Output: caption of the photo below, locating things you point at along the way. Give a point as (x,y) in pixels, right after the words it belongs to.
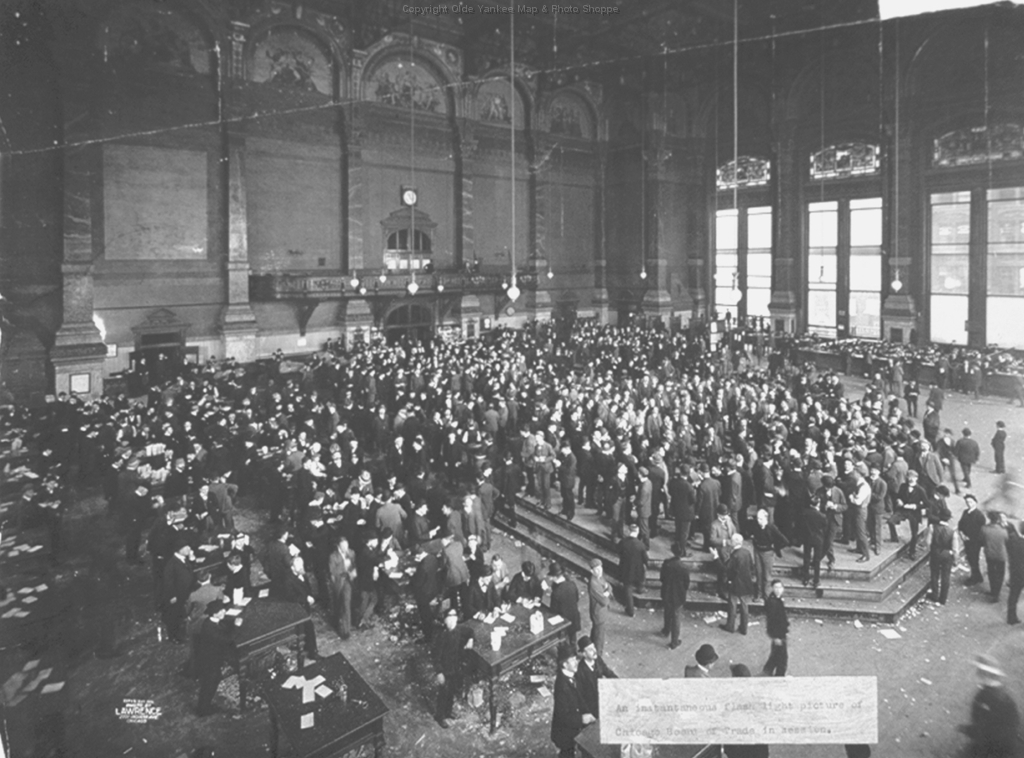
It is a black and white picture. In the center of the image (673,434) we can see a group of people (583,357) are standing and they are in different costumes (592,372). And we can see tables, papers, one board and staircase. In the background (603,80) there is a wall (298,118), pillars (908,183), hanging lamps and a few other objects (827,324).
